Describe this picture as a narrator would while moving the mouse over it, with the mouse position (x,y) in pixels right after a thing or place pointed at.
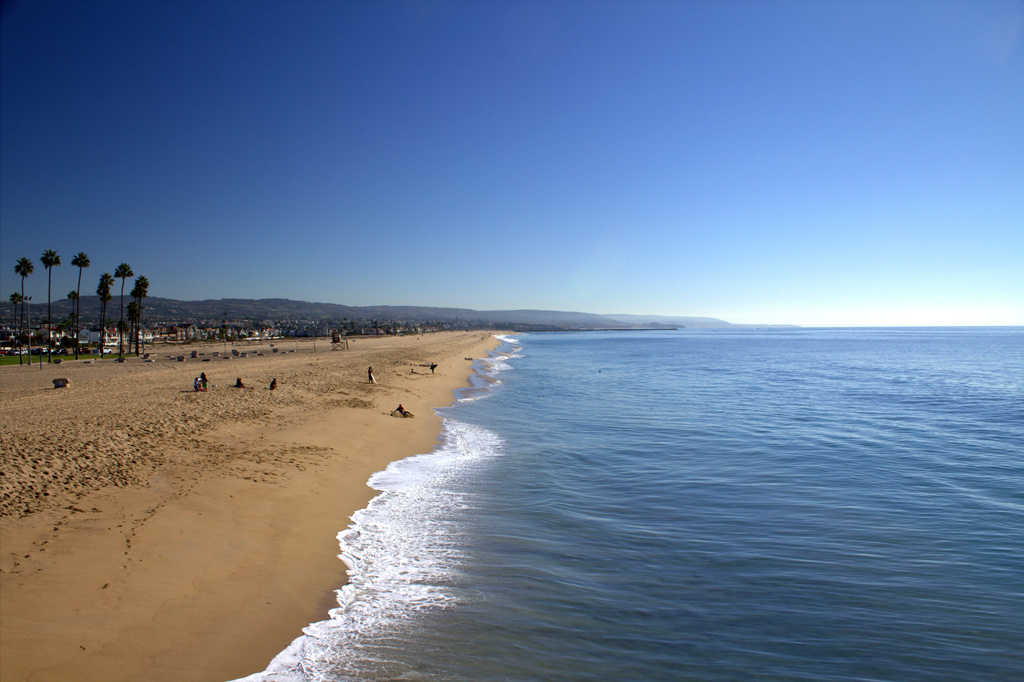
In this image I can see the water (672,501) and the sand (306,497). I can see few persons (206,379), few trees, few buildings (85,337) and in the background (239,314) I can see a mountain (260,309) and the sky (498,242).
